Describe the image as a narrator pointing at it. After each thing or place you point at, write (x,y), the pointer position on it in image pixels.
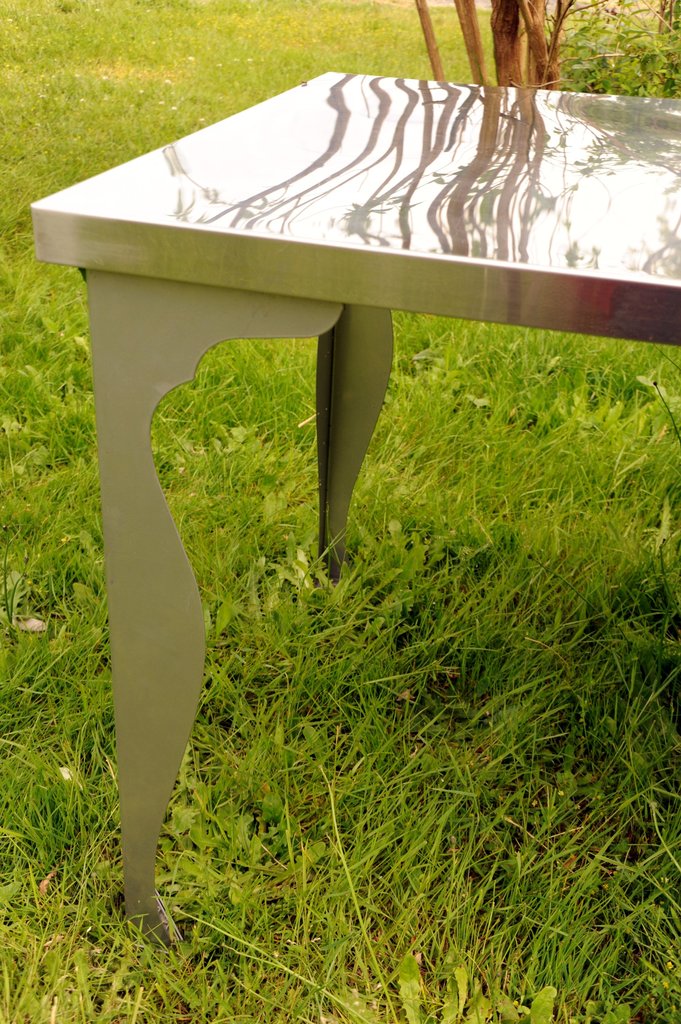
In the picture we can see a grass surface (423,891) on it we can see a table (467,91) and behind it we can see some plant (606,87).
